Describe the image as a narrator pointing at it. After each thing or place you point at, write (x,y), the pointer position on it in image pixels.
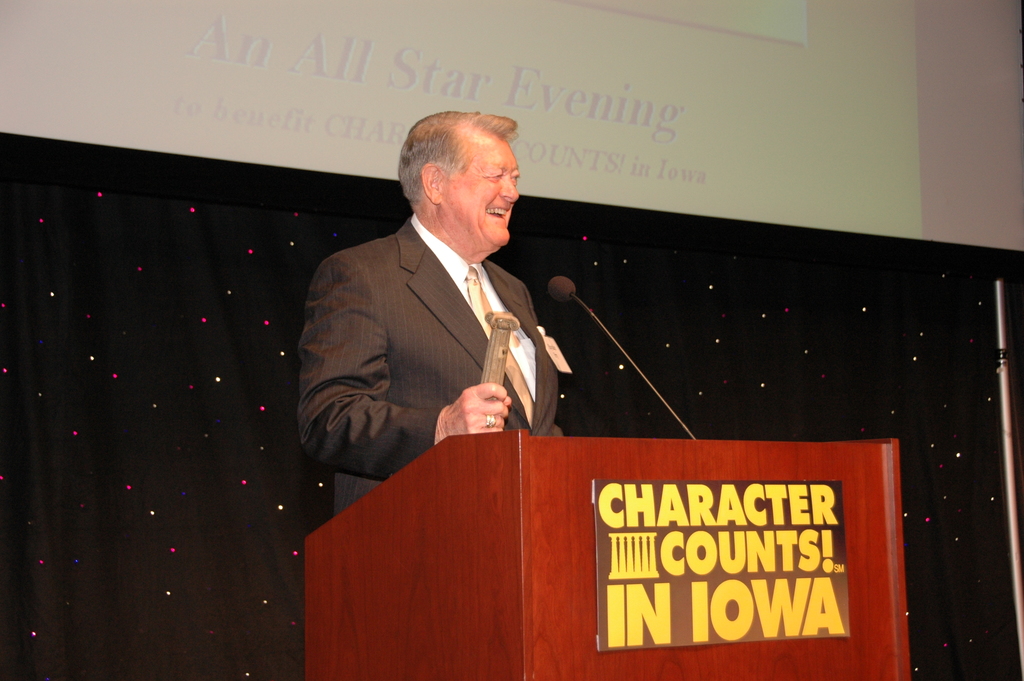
In this image we can see a man (452,317) holding something in the hand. In front of him there is a podium (542,467) with a mic (558,286). On the podium (594,523) there is a board (663,565) with something written. In the back (707,399) there is a wall (290,206) and screen (304,86) with something written.
